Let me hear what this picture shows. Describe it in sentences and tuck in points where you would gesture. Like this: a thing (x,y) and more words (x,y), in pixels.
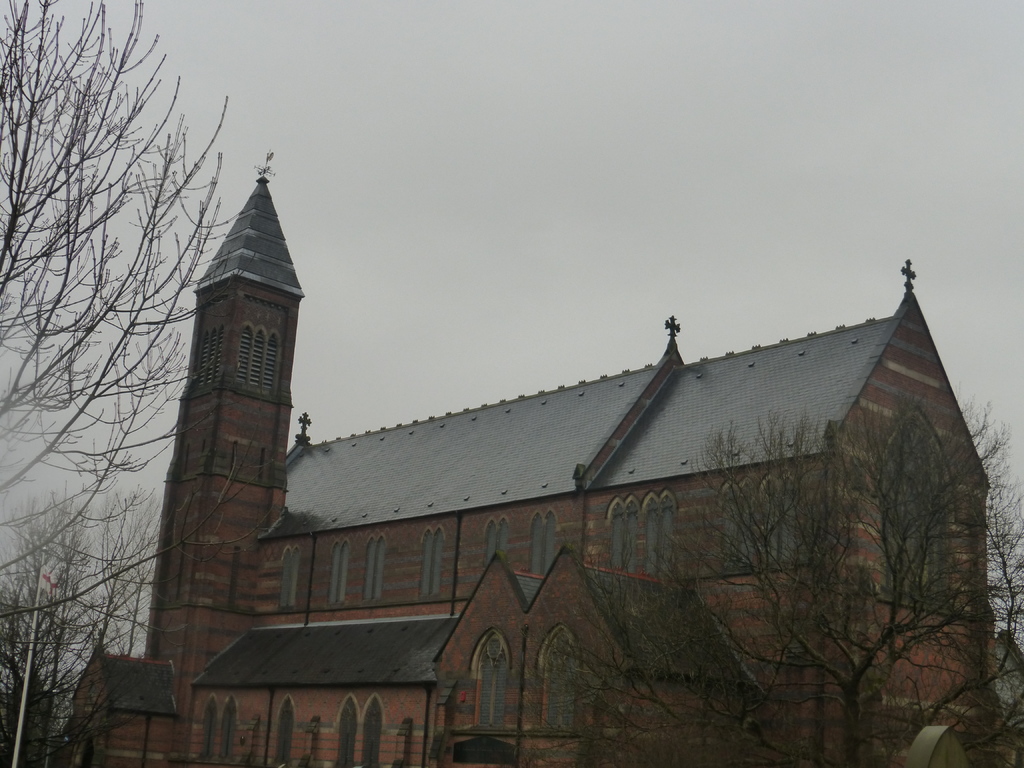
In this image, we can see a building (505,558) and there are some trees (67,410), at the top (434,146) there is a sky (679,146) which is cloudy.
